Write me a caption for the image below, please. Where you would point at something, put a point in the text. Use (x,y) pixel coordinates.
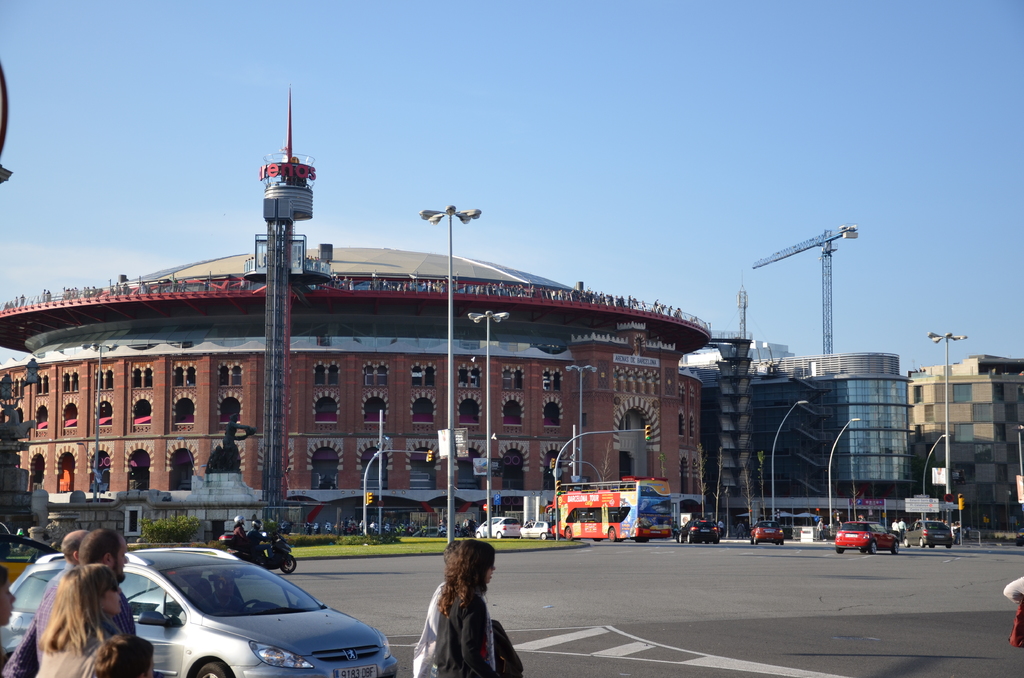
In this image we can see many buildings (794,415). There is a sky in the image. There are many vehicles (237,673) in the image. There is a grassy land (421,549) in the image. There is a statue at the left side of the image (224,474). There are many traffic signals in the image. There are many people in the image. There are few tall objects (1020,467) in the image. There is a plant (175,532) at the left side of the image (159,535).
